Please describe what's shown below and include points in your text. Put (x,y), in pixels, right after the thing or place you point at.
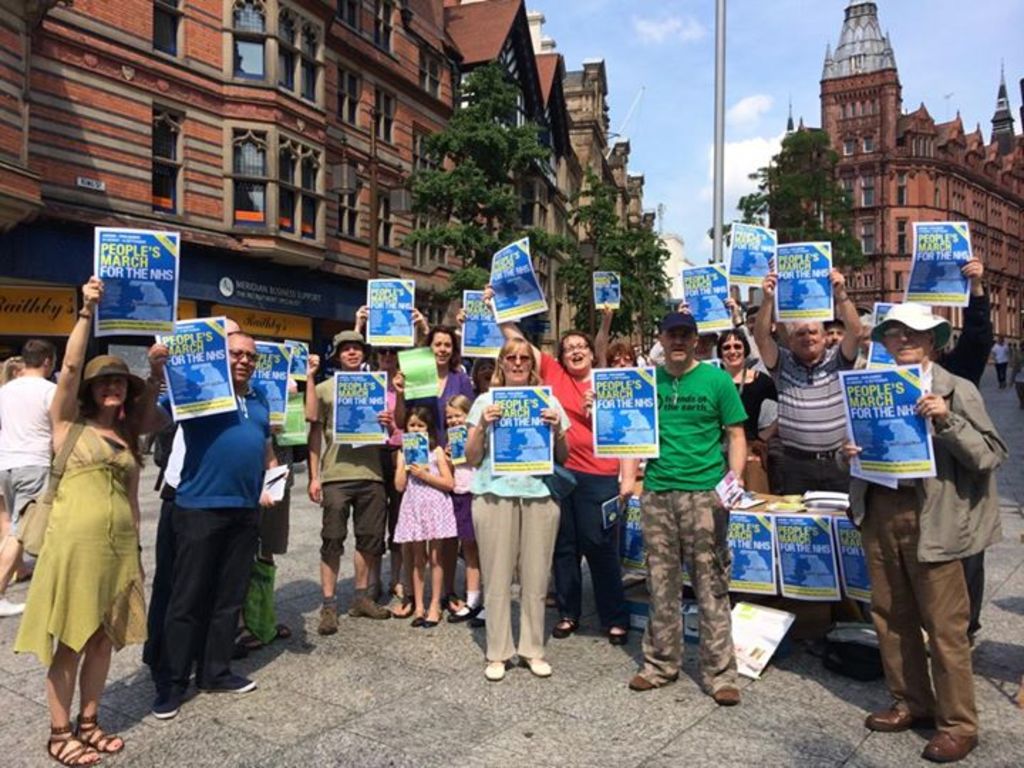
In this image people (242,484) are holding posters (227,381) on a road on that poster (884,406) there is text (623,397), in the background (304,237) there are trees (804,182) buildings (966,200) and a sky (696,220).
